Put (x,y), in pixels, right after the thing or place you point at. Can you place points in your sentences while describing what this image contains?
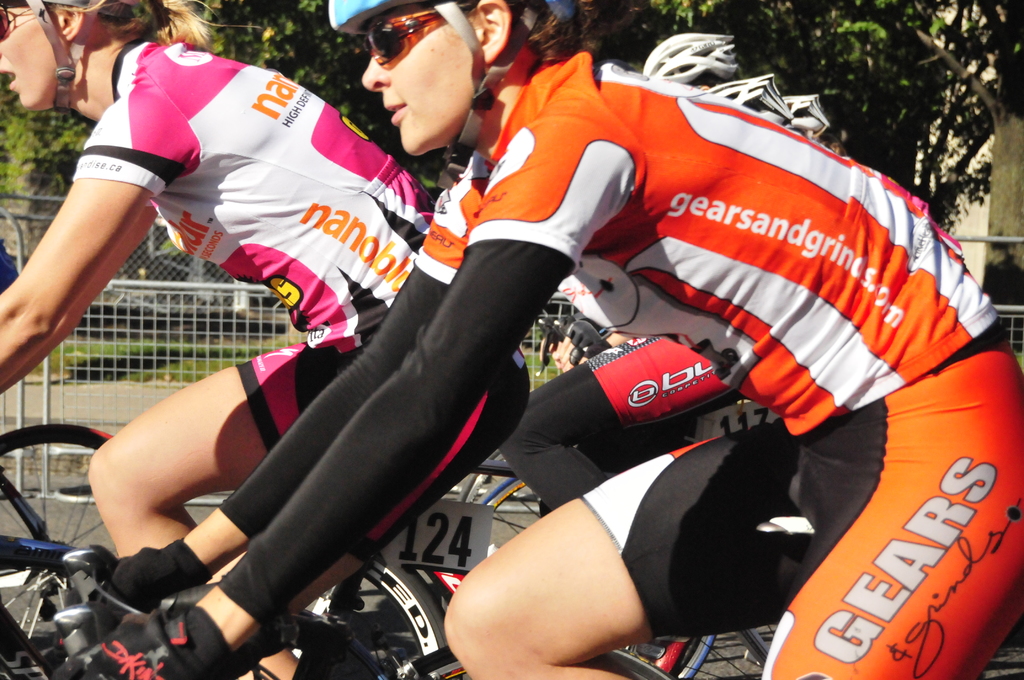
In the image in the center (386,396) we can see few people (574,423) were riding cycle (408,617) and they were wearing helmet (36,12). In the background (859,114) we can see trees (656,32), fences (274,307) and grass (174,345).
